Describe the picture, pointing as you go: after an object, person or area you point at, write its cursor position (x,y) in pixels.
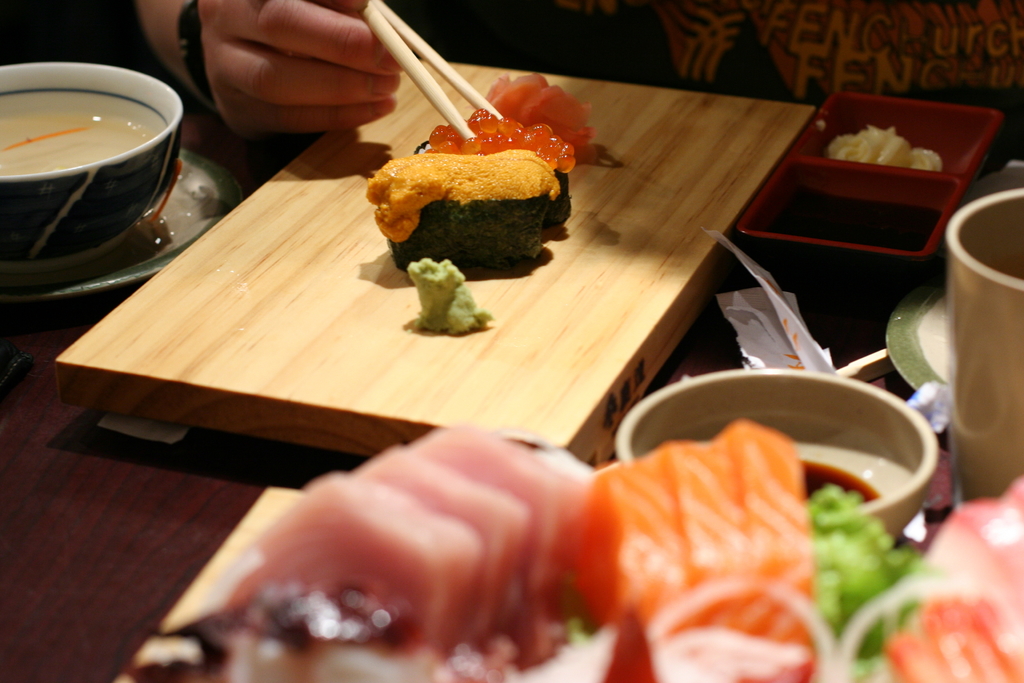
There is a person (444,41) holding sticks (409,76). We can see bowl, plates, board (401,93), food (497,87), container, paper (756,298) on the table (155,504).
